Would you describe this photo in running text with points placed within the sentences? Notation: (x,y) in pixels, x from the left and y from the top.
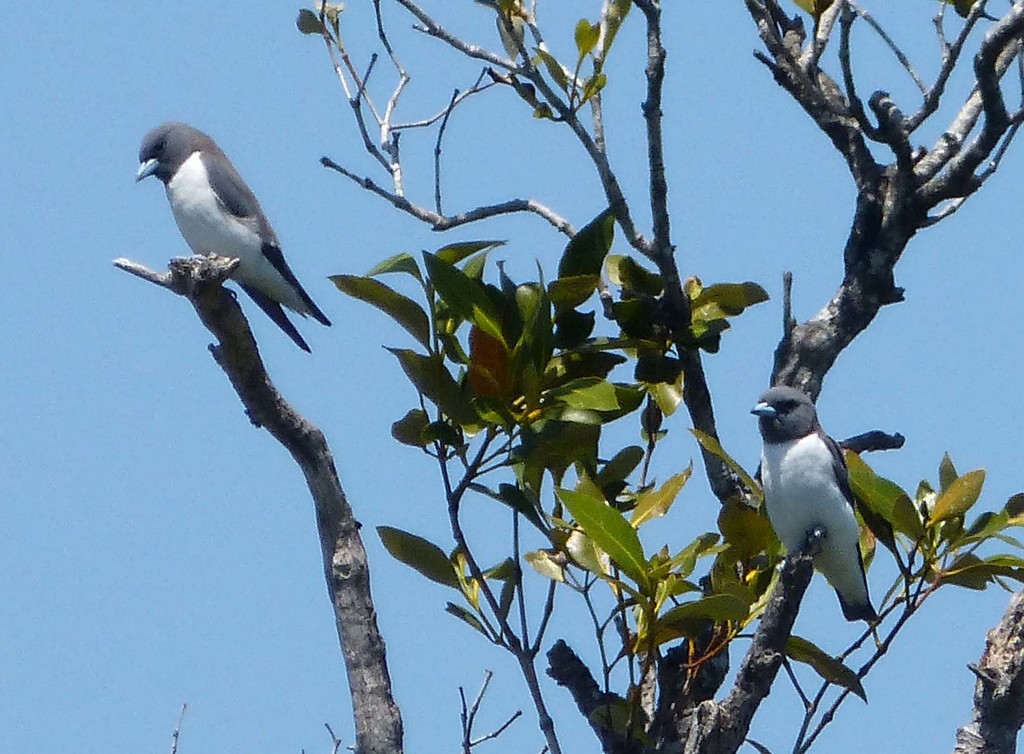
This image consists of birds (211,142). Which are standing on the branch (767,649) of a tree (775,634), which is in the front (672,500).
